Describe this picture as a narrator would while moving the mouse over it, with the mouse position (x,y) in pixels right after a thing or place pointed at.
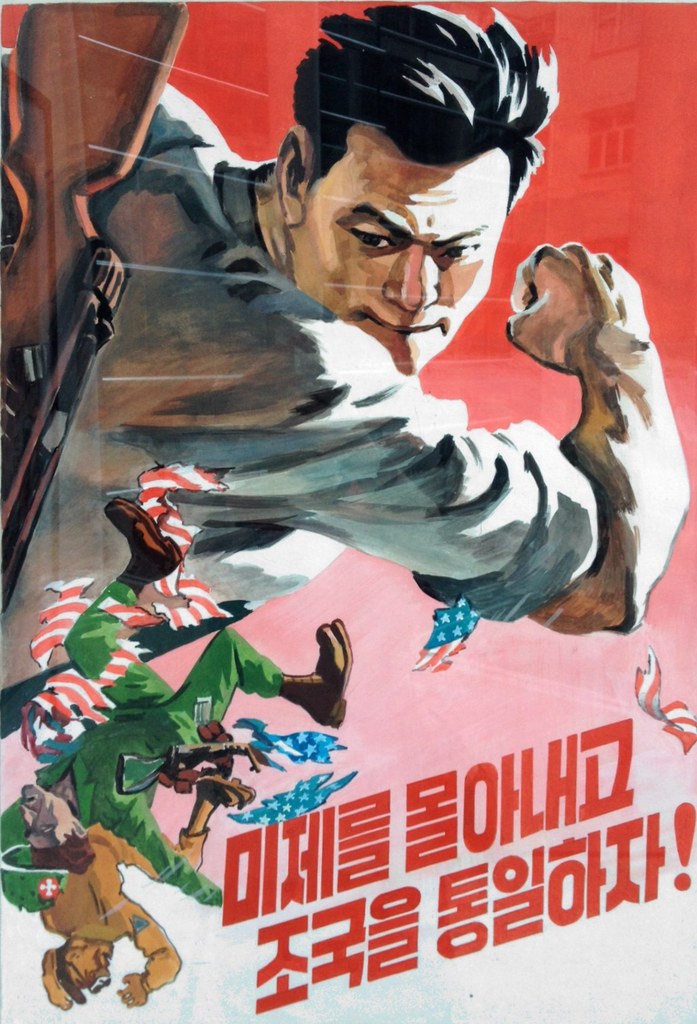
In this picture we can see a poster (647,672), in this poster (391,479) we can see cartoons (375,402) of three persons (316,361) and some text (354,838).
